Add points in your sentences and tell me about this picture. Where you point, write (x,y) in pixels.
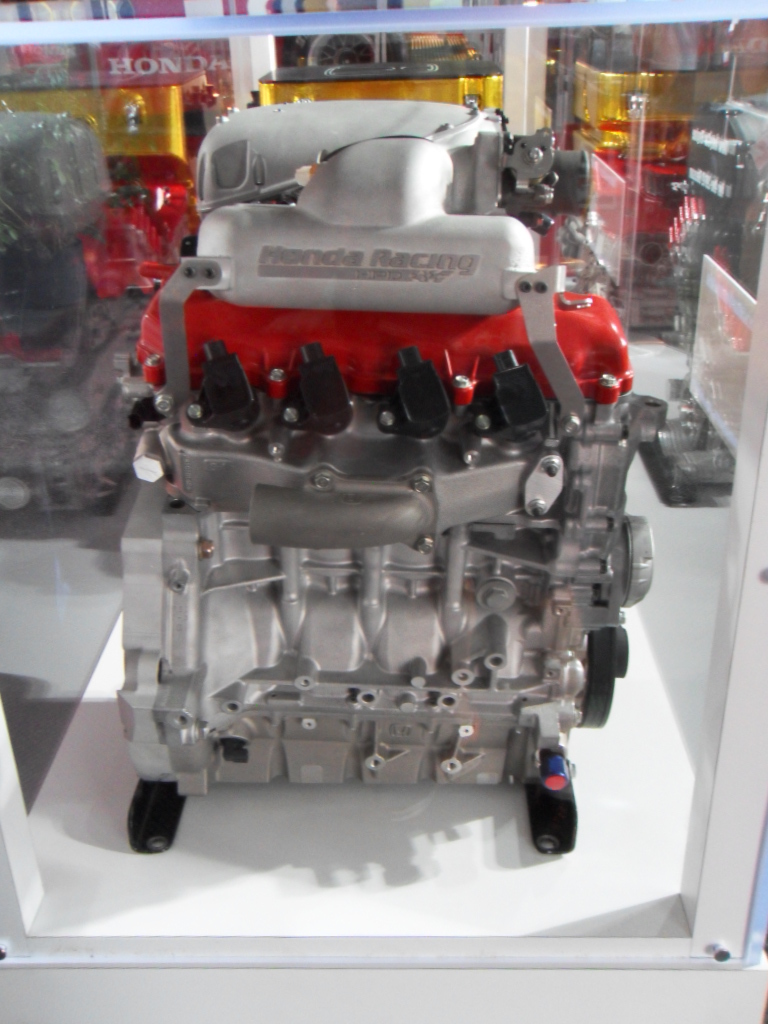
In this picture it looks like a model of a machine motor (561,847) kept inside a glass box (207,824).
